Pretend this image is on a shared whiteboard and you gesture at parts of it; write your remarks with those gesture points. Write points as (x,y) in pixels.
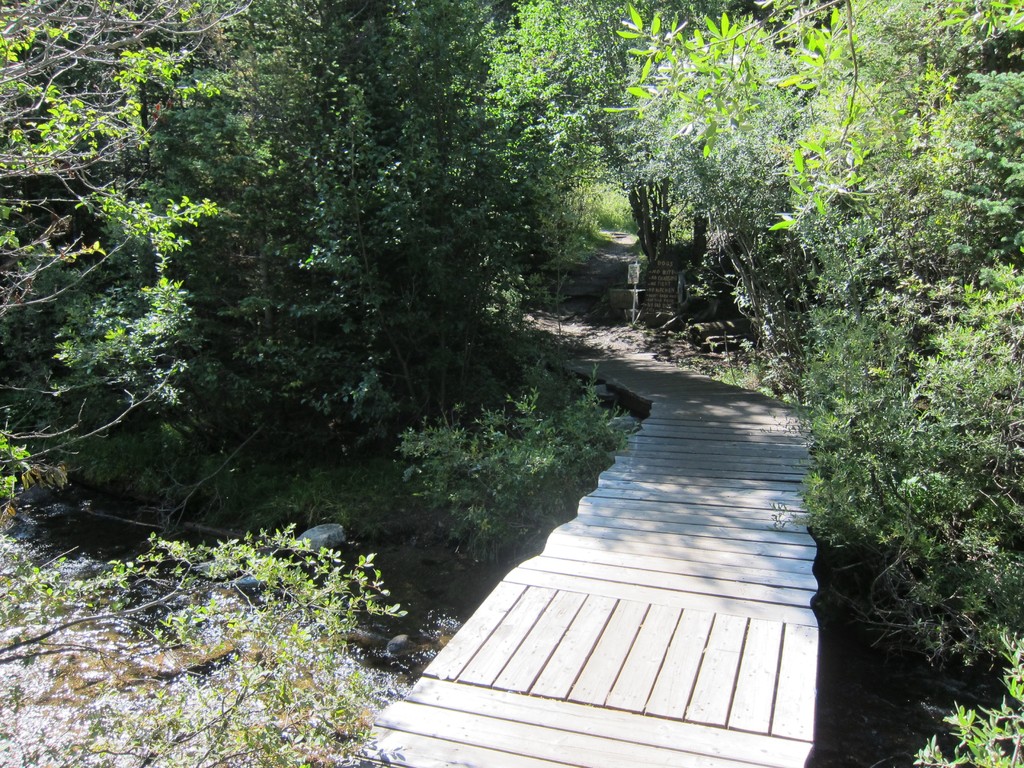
In this image, we can see some trees (323,88) and plants (479,521). There is a canal (454,580) and bridge (651,692) at the bottom of the image (738,651).
